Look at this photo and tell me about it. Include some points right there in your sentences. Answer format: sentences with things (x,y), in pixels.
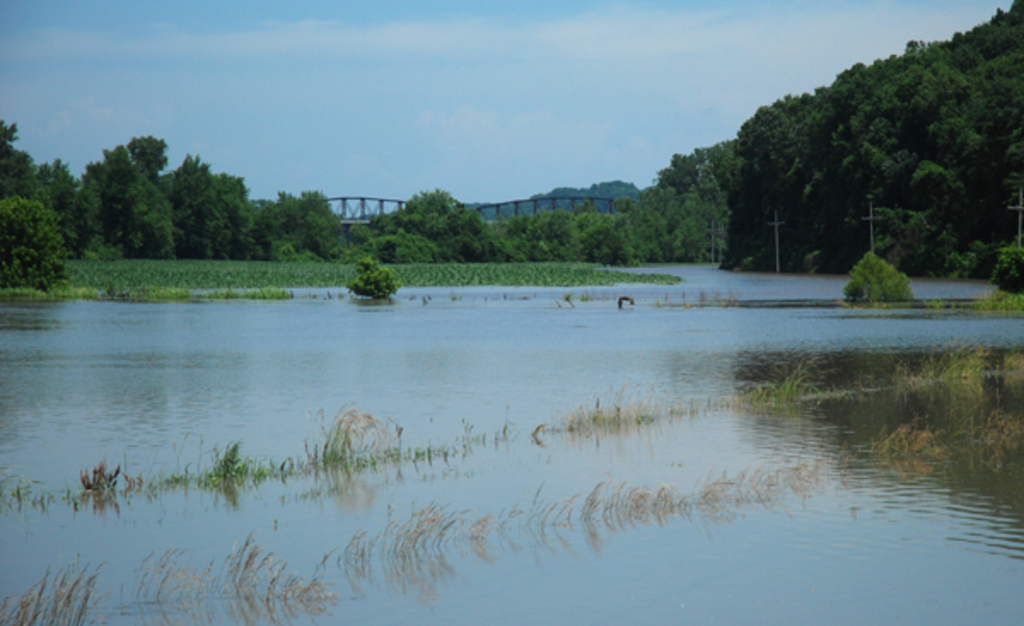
At the bottom of the image (453,460) there is water (524,369). In the background (304,225) there are some trees (172,199), bridge (379,206) and sky (376,135).
